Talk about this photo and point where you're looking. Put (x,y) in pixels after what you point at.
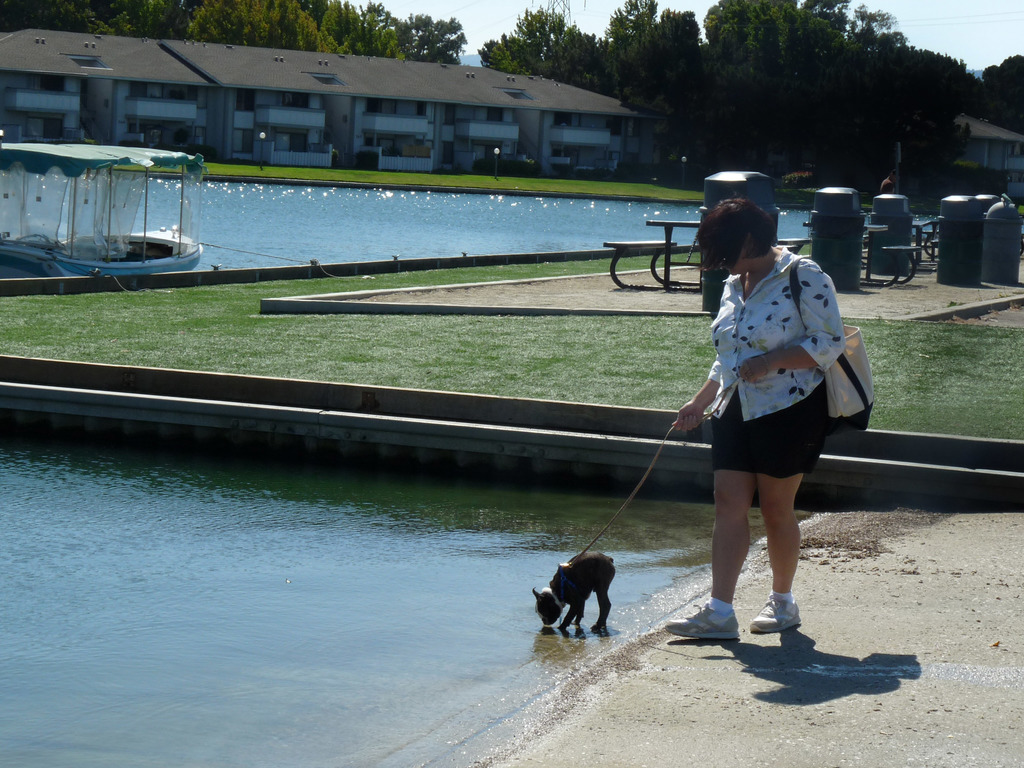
In this image I can see a person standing and holding a dog belt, the person (813,386) is wearing white shirt (774,376), black short (791,411) and the dog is in black color. Background (525,245) I can see few benches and I can also see the water (344,228), background (616,131) I can see a building (341,119), trees (676,96) in green color and the sky (941,41) is in white color.
